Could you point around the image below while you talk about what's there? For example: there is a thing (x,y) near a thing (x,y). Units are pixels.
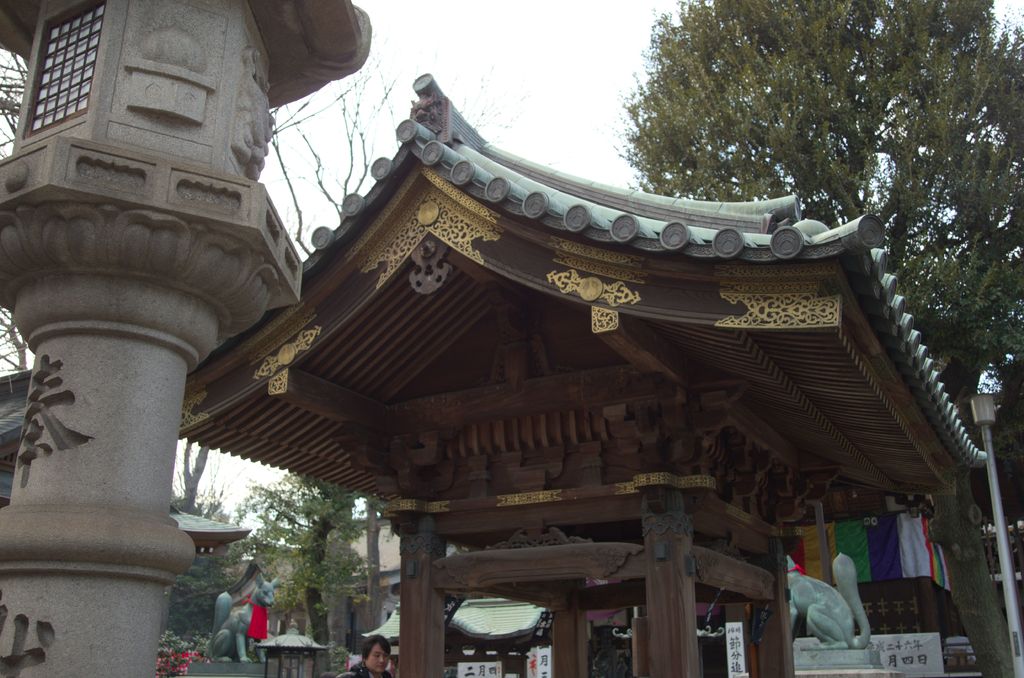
In the picture I can see a house (432,469), statues (251,600) of animals (806,611), trees (295,573), plants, a pole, a person (389,674) and some other objects (616,626). In the background (506,83) I can see the sky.
